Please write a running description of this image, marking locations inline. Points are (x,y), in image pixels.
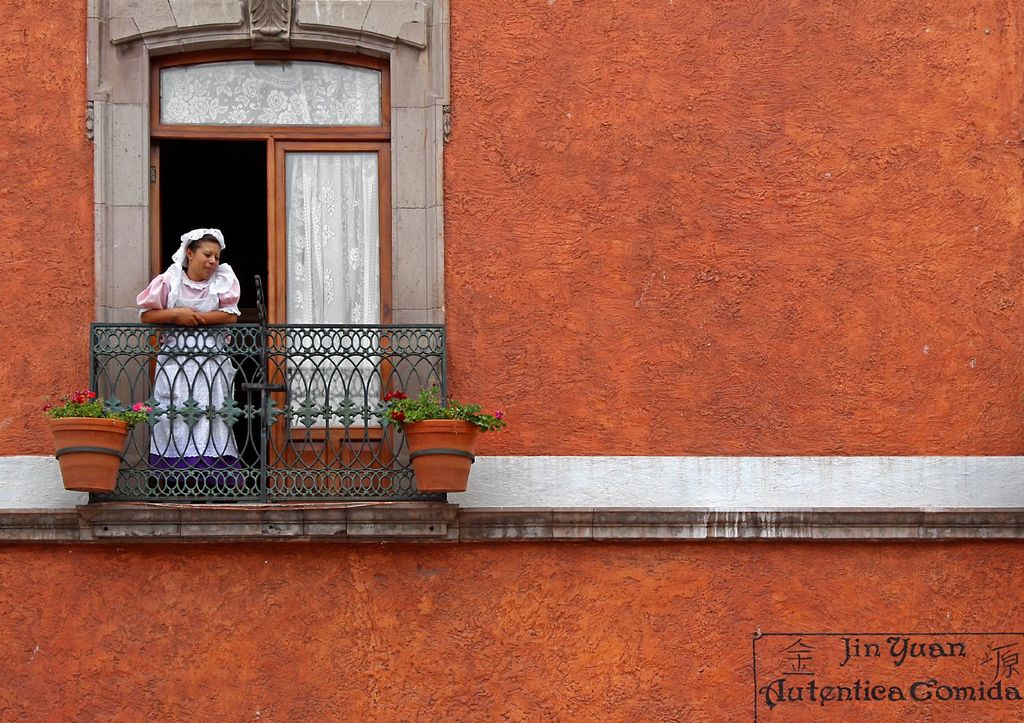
In this image there is a building (583,481) and there is a railing (248,364) behind the railing (210,389) there is a woman (185,367) standing and in front of the railing (173,351) there are flowers (133,413) in the pots (429,435) and there is a door (290,213).
